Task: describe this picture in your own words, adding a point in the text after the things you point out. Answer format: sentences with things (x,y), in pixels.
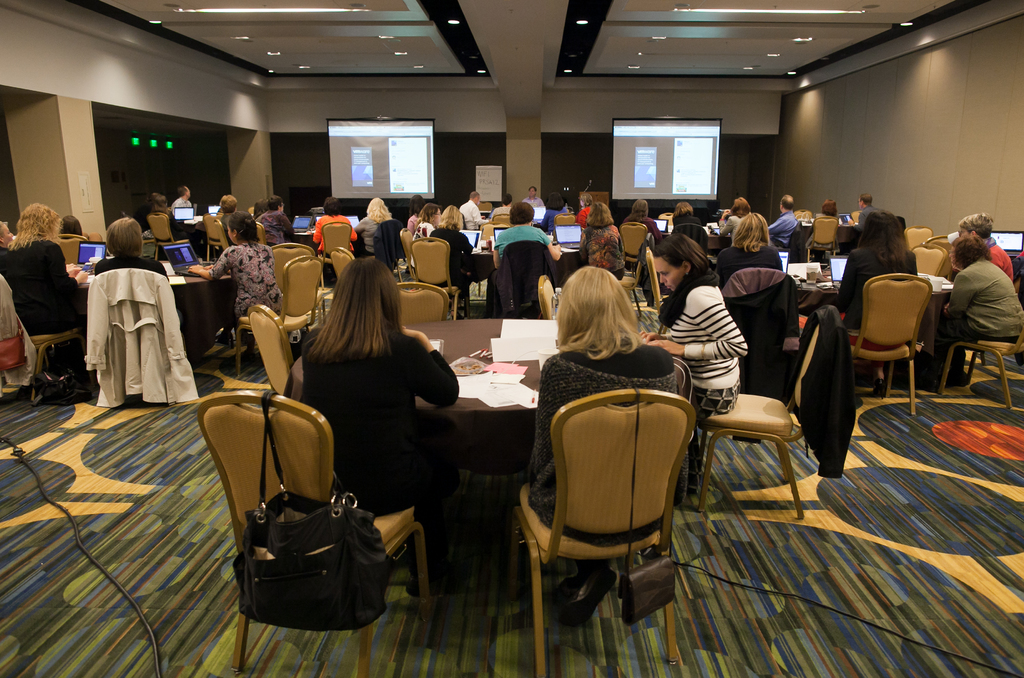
Most of the persons (658,365) are sitting on chairs (911,365). We can see number of tables (820,292), on this tables (545,358) there are laptops (96,254), papers (496,379) and things (815,277). Far there are 2 screens (647,154). On top (275,56) there are lights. On this chair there is a bag (248,549). On this chair (160,295) there is a jacket (107,310).
